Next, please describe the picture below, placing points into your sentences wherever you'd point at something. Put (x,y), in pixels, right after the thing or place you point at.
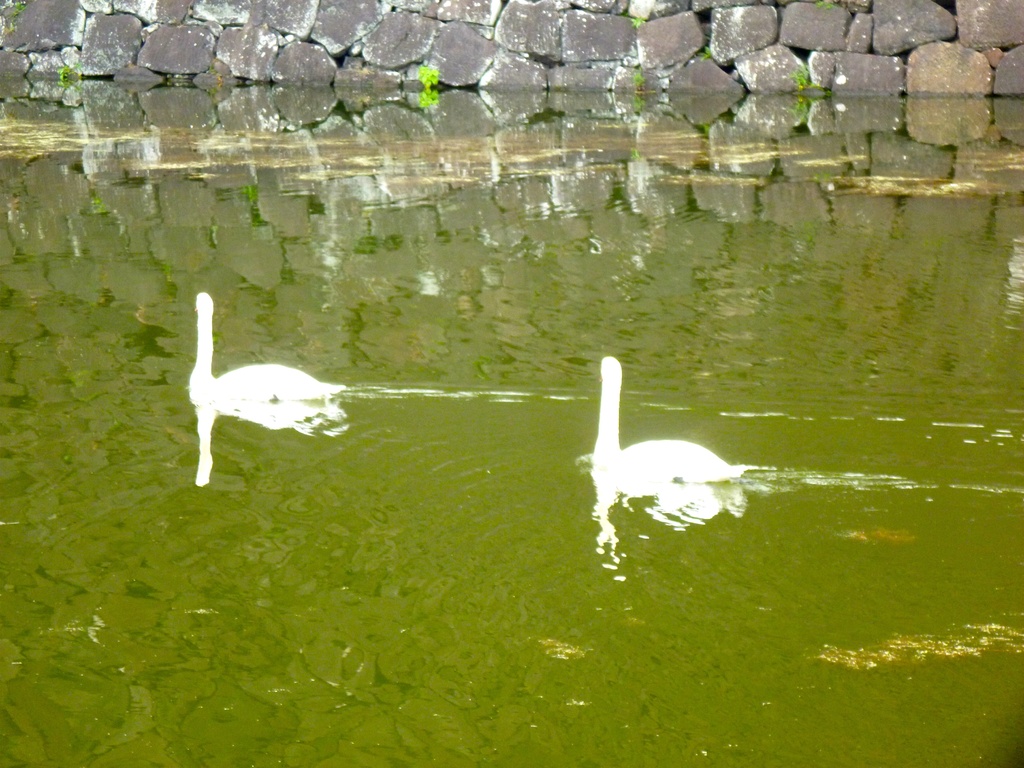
In this picture we can see few swans (640,476) on the water (494,423), in the background (468,42) we can see few plants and rocks (598,50).
